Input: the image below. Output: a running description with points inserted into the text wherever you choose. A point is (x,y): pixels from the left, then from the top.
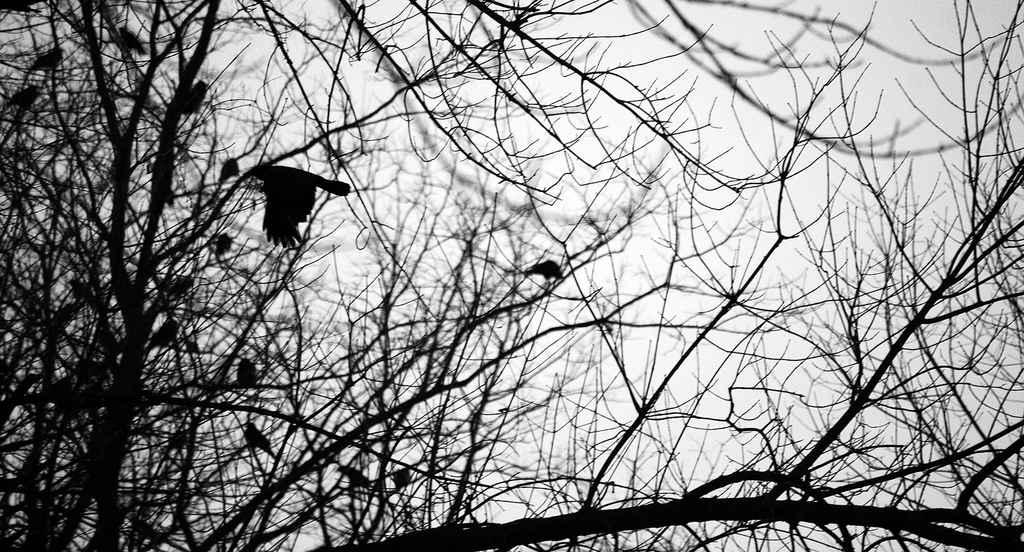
In this picture we can observe some birds (284,230) on the branches (279,321) of a tree (192,302). We can observe a dried tree (308,343) in this picture. In the background (706,379) there is a sky (719,110).
